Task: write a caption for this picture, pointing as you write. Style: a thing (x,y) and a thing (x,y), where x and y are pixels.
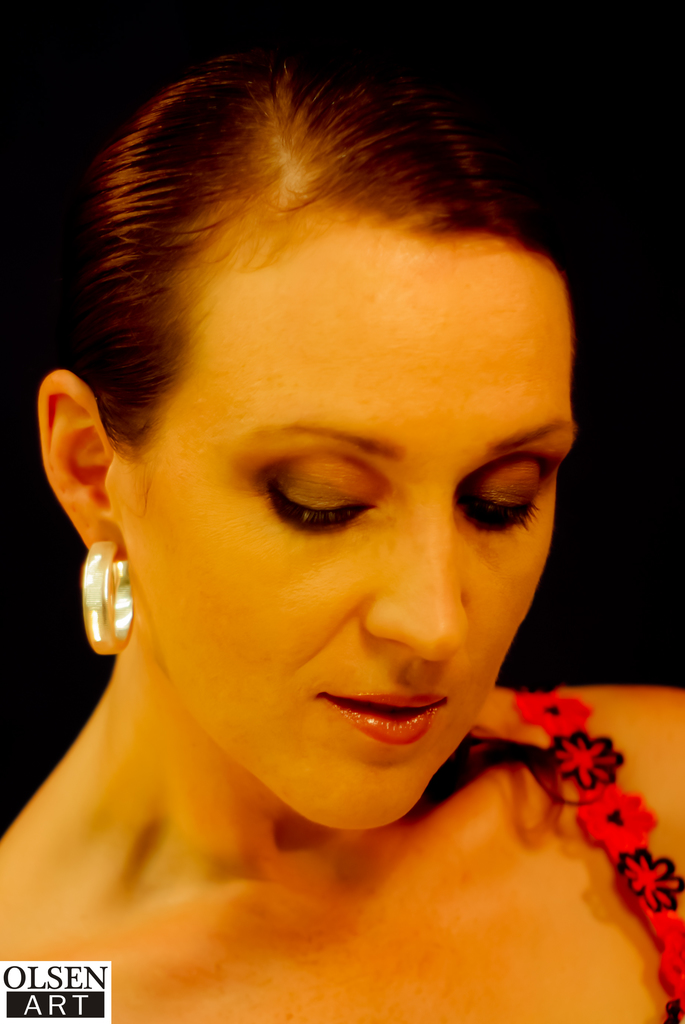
There is a woman (319,823) wearing red dress (622,825) and a earring (109,622) is looking downwards.
